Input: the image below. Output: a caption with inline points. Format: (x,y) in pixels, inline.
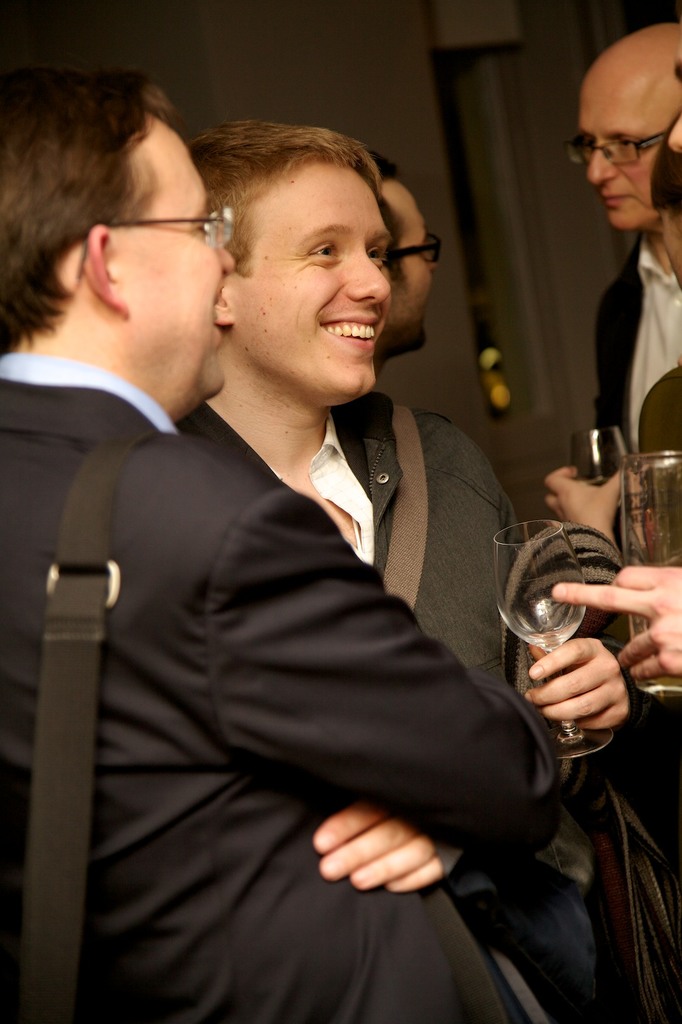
In this picture we can see a group of people (681,399) standing and some people (609,548) are holding the glasses (549,560) and behind the people (320,345) there is a wall (295,72).
